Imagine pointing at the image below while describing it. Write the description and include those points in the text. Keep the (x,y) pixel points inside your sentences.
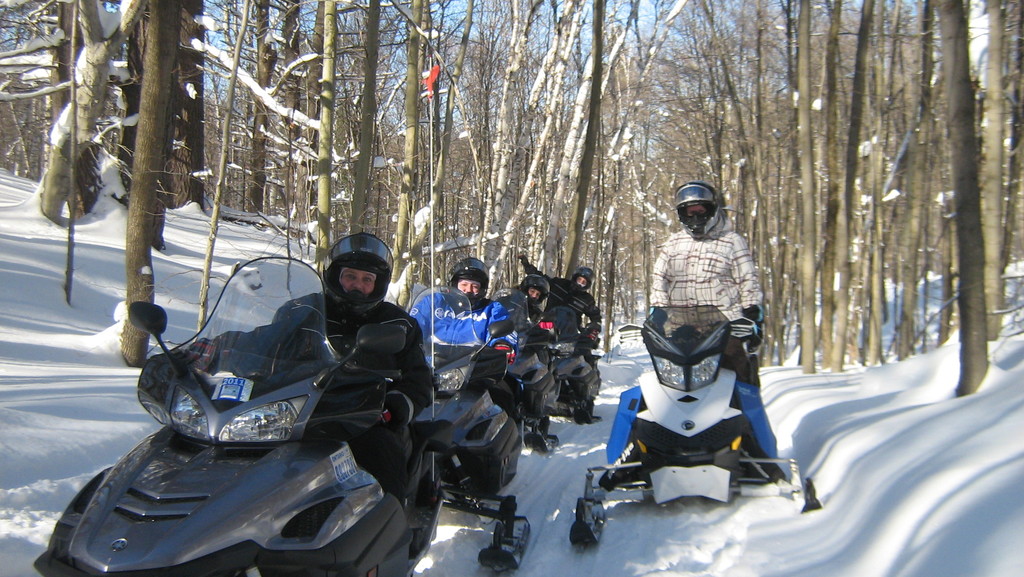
There are people (410,376) present on the snowmobiles (349,375) as we can see at the bottom of this image (424,459). There are trees (622,223) in the background (641,2) and the sky (654,15) is at the top of this image (503,49).
